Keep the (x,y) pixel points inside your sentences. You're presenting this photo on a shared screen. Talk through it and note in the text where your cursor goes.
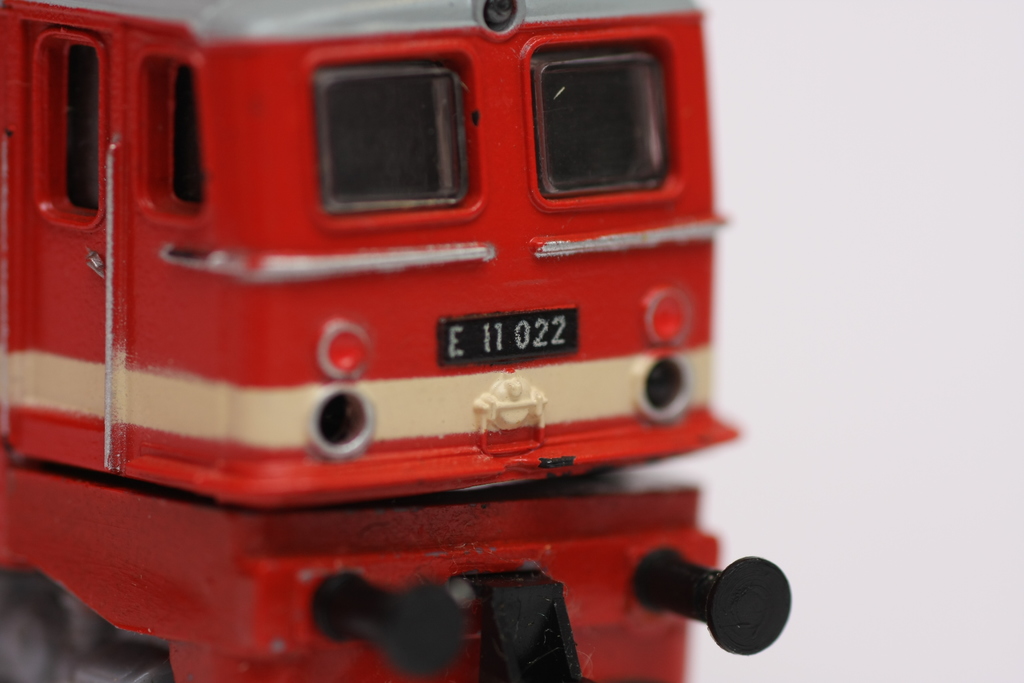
In this image we can see there is a toy vehicle (453,160).
